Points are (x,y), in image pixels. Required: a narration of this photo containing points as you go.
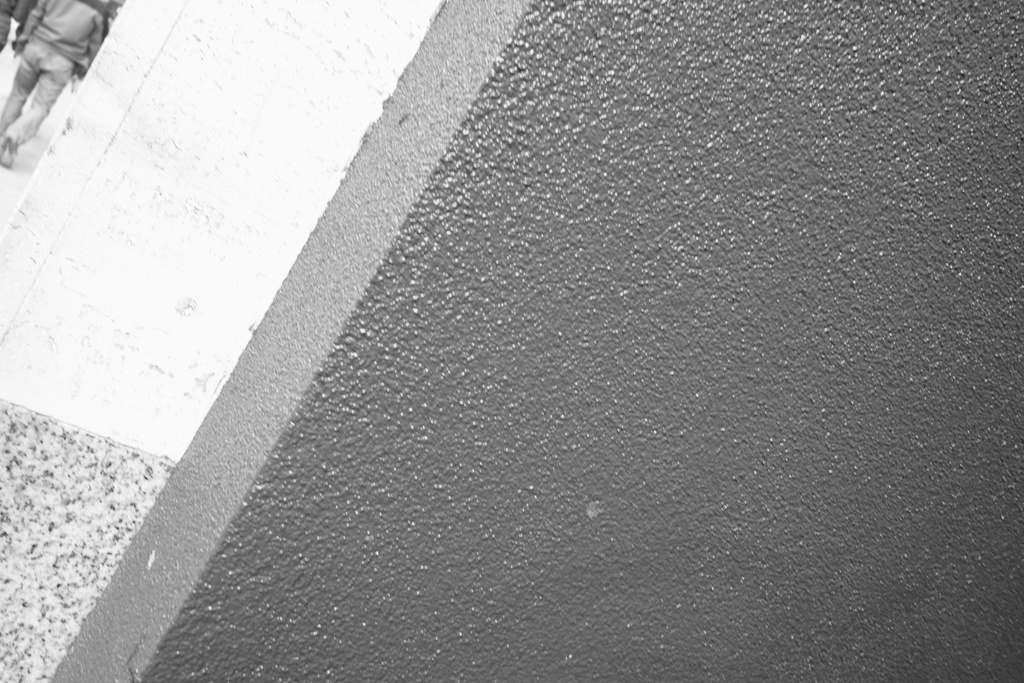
In the picture we can see a wall (755,583) and a pillar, near to the pillar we can see a man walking on the path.
